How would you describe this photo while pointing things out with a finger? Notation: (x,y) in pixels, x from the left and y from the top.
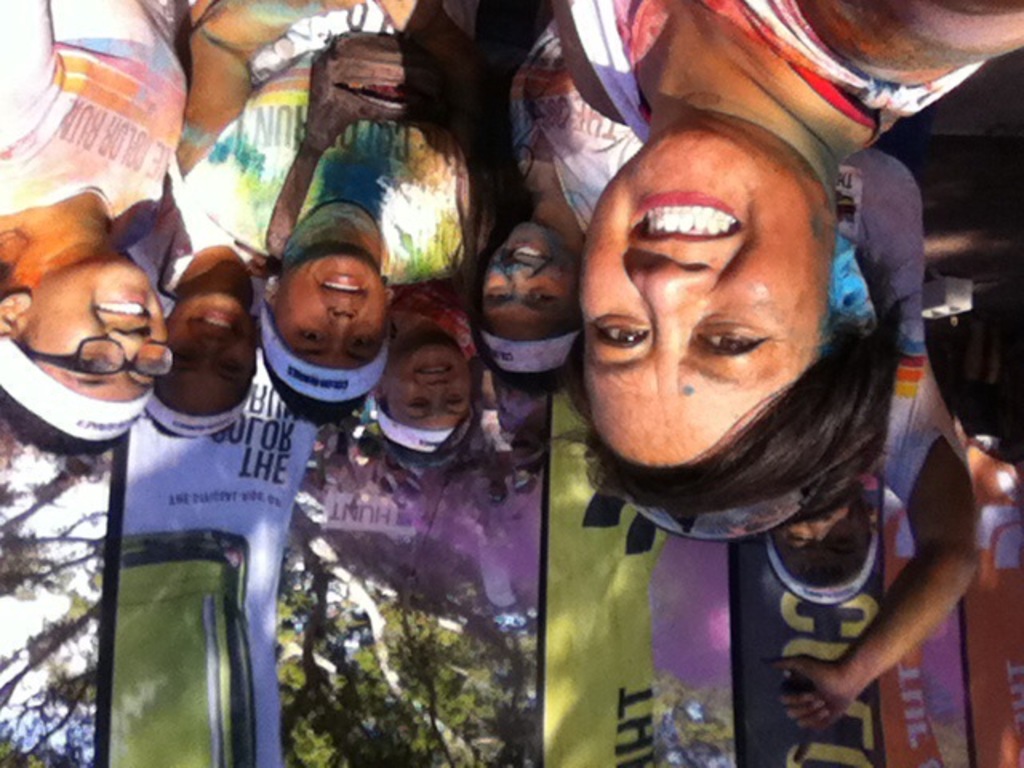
At the top of the image (123,123), we can see a group of people (430,206) are watching. At the bottom of the image (396,682), we can see banners (645,712) and trees (384,657).
